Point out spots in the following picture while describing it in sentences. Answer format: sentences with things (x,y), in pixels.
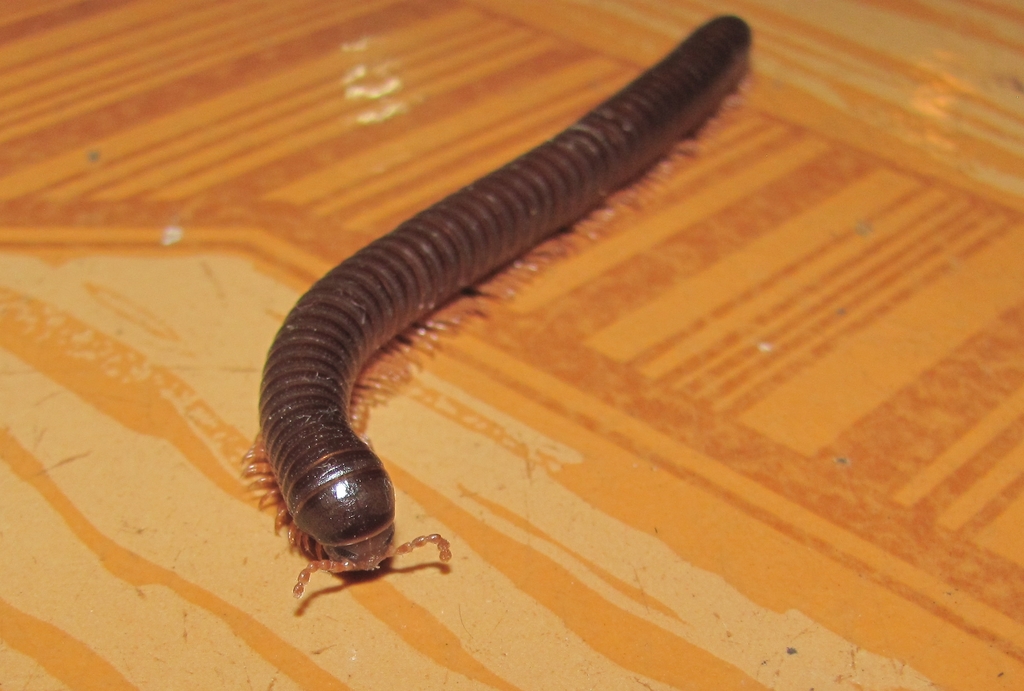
In this image I can see the surface (143,173) which is orange, brown and cream in color and on the surface (527,366) I can see an insect (339,460) which is black and brown in color.
